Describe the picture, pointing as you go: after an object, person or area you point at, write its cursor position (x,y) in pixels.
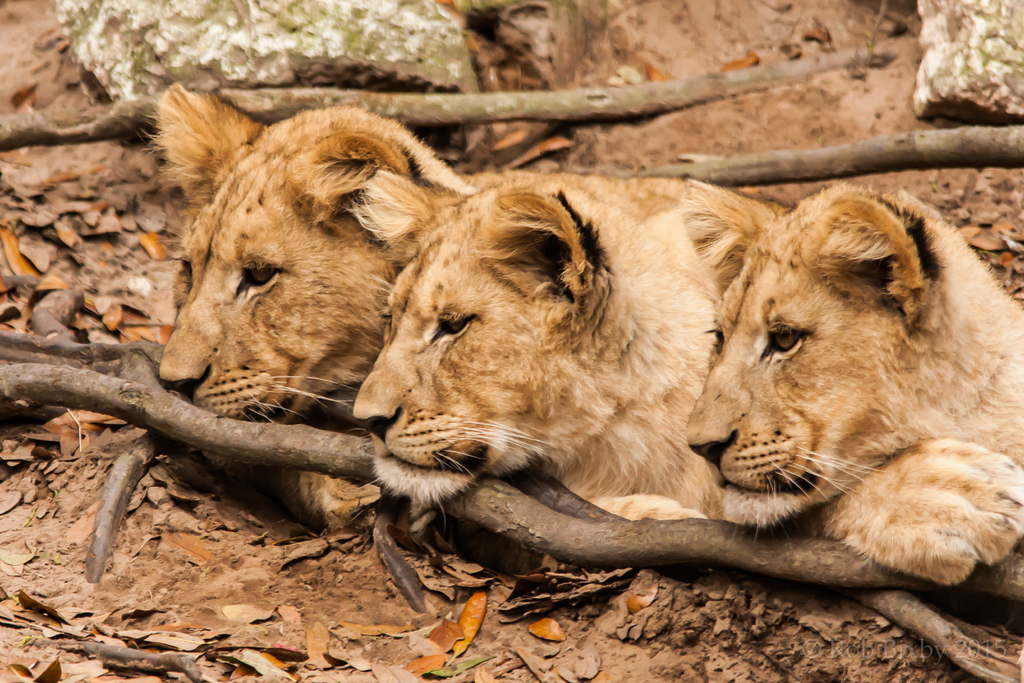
In this image, we can see three cubs (698,385) are on the ground (550,616). Here we can see stones (370,36).
